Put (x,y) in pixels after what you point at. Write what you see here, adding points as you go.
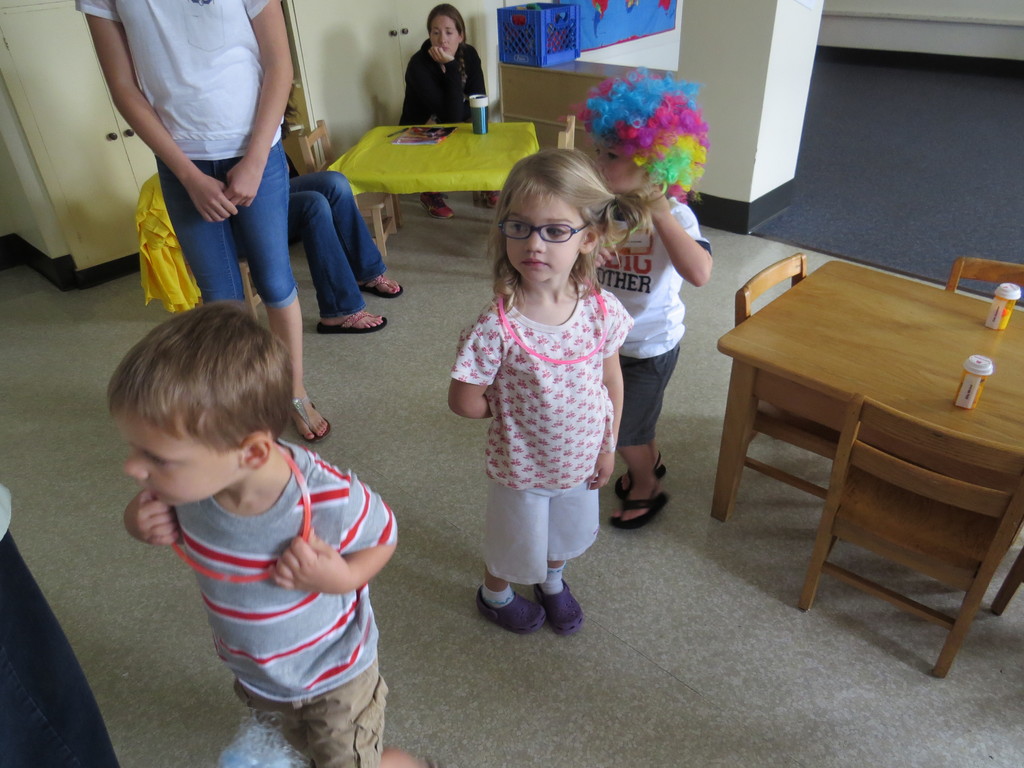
In this picture there is a person (238,133) standing over here and the person (357,225) sitting here, there are three kids (582,414) standing and the table (866,297) beside them there are chairs (793,421) and in the background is woman (466,110) sitting here and there is a shelf (58,129).
